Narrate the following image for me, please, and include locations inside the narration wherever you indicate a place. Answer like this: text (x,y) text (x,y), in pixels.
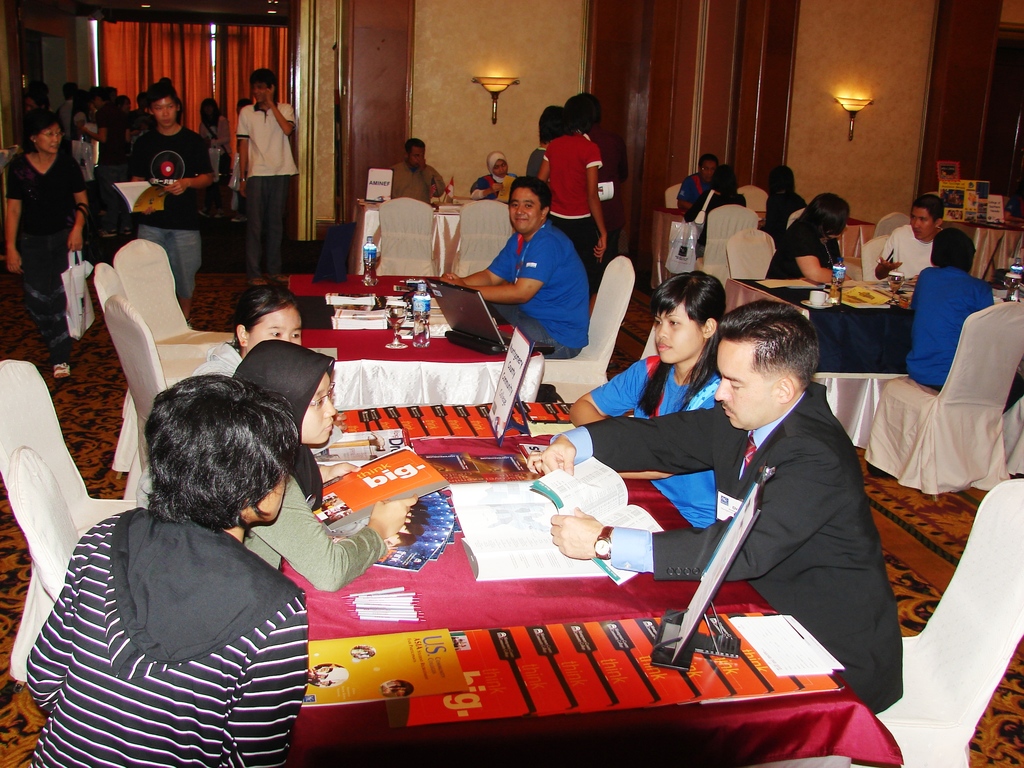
The image is taken in a room (359,141). In the center of the image (358,388) there are tables (531,392) and there are people (630,460) sitting around the tables (857,403). There are books (454,471), laptops (455,338), bottles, papers (761,627), glasses (894,297) which are placed on the table (599,620) and there are chairs (126,398). In the background (51,271) there are many people (58,243) standing. There are lights (865,104) which are attached to the wall (463,124). We can also see a window (219,77) and a curtain (219,77).
